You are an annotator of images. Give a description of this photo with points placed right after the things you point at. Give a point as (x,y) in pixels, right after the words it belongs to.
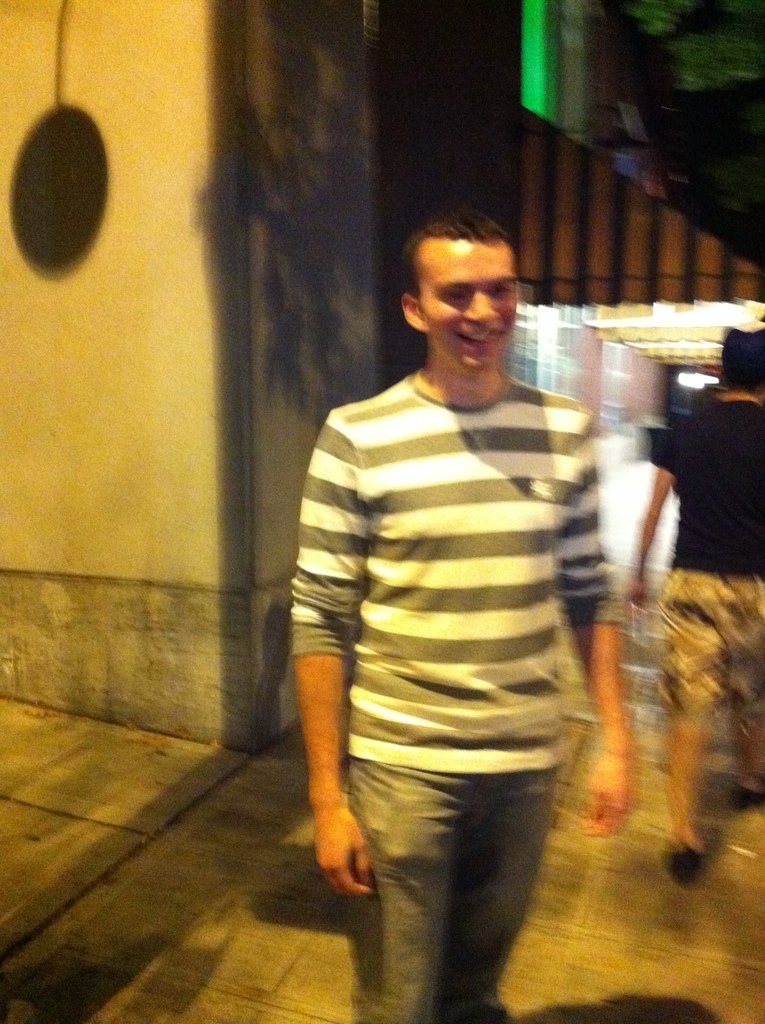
In this image in front (474,328) there is a person (393,733) wearing a smile on his face (478,314). Behind him there is another person (682,878) walking on the road (624,951). In the background of the image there are buildings (565,253) and lights (659,324).
